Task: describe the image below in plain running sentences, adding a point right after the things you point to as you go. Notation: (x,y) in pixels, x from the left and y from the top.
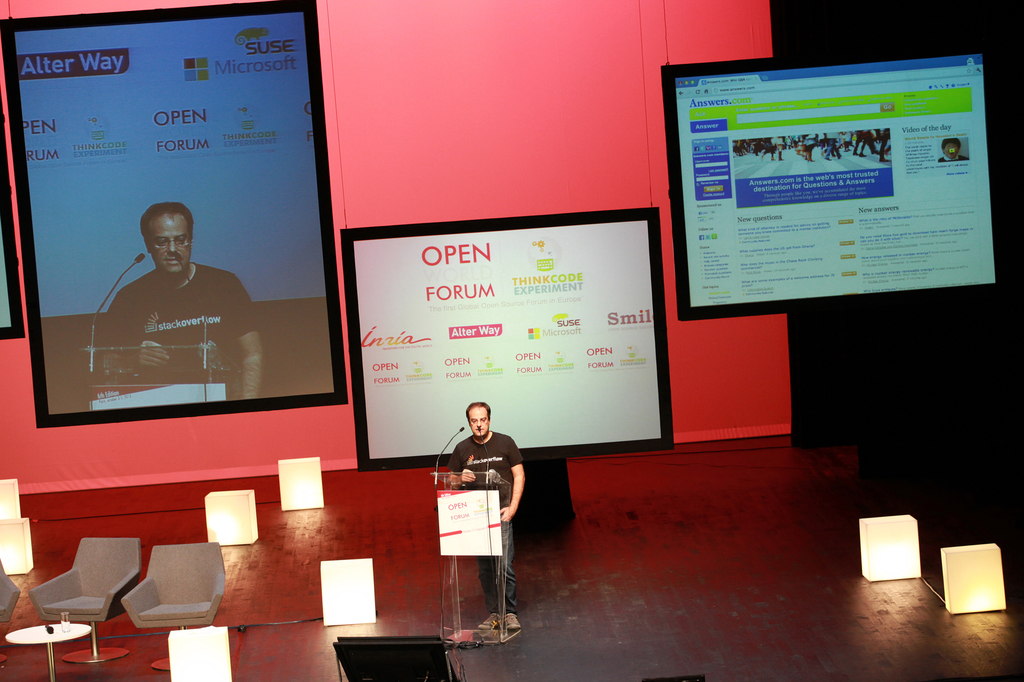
This is looking like a stage (567,558). Here I can see a man (503,444) standing in front of a podium (481,485). In front of him there is a microphone (461,429) is attached to this podium (452,508). On the left side (131,607) there are three empty chairs (49,586) and few light boxes (312,475) are placed on the stage (681,561). In the background (224,271) there is a screen (180,207) and two boards (848,170) are attach a banner (500,135) which is in red color.
